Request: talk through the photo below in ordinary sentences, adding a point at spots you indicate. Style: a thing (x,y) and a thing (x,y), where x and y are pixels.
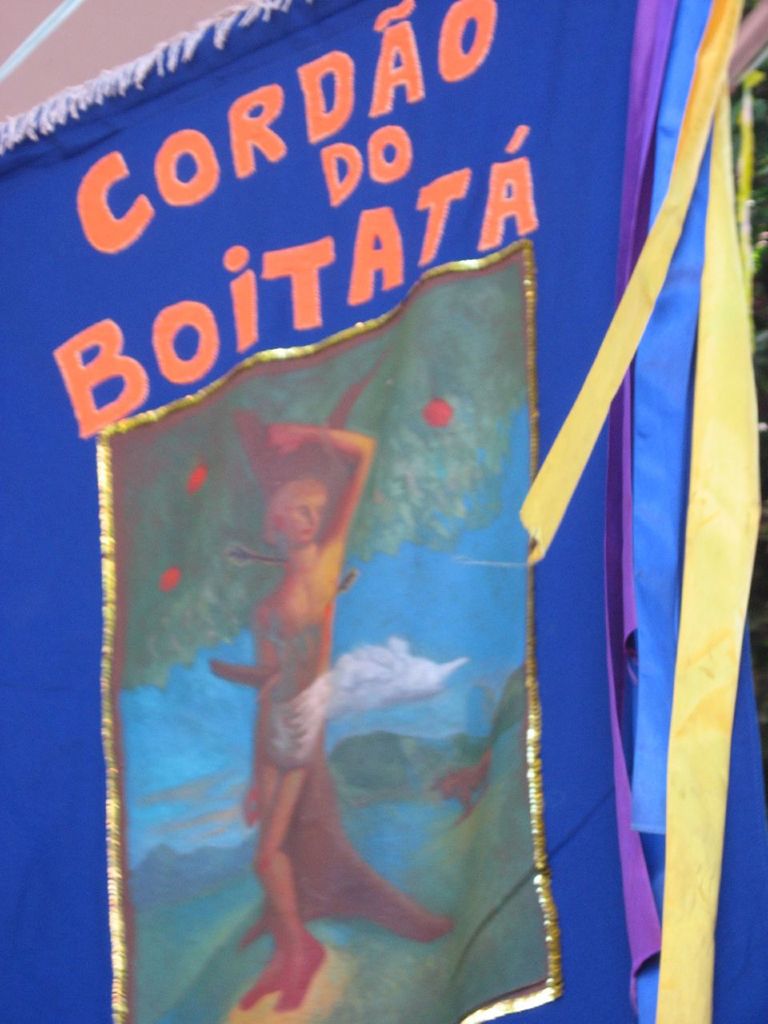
In this image I can see a cloth (219,227) which is blue and orange in color and on it I can see a picture (304,565) of a person (336,534), few trees (323,781), the sky (412,729) and few fruits (442,425). I can see few other clothes (623,547) which are yellow and purple in color to the right side of the image (709,489).
